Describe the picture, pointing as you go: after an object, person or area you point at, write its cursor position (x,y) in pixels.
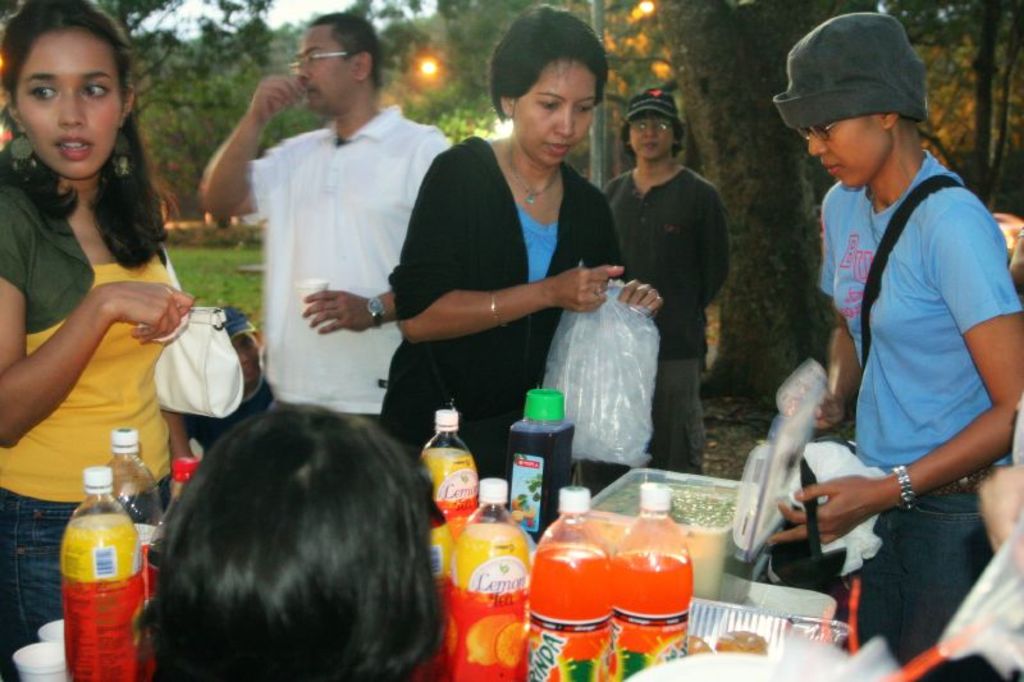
Here we can see that a woman (503,160) is standing on the ground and holding some thing (598,339) on the hand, and at side a woman (93,165) is standing and in front (613,529) there are bottles (452,490) and some other objects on the table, and here a person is standing, and at back (290,81) there a man (302,72) is standing and holding a cup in hand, and here are the trees (228,7) and here is the light (433,59).
